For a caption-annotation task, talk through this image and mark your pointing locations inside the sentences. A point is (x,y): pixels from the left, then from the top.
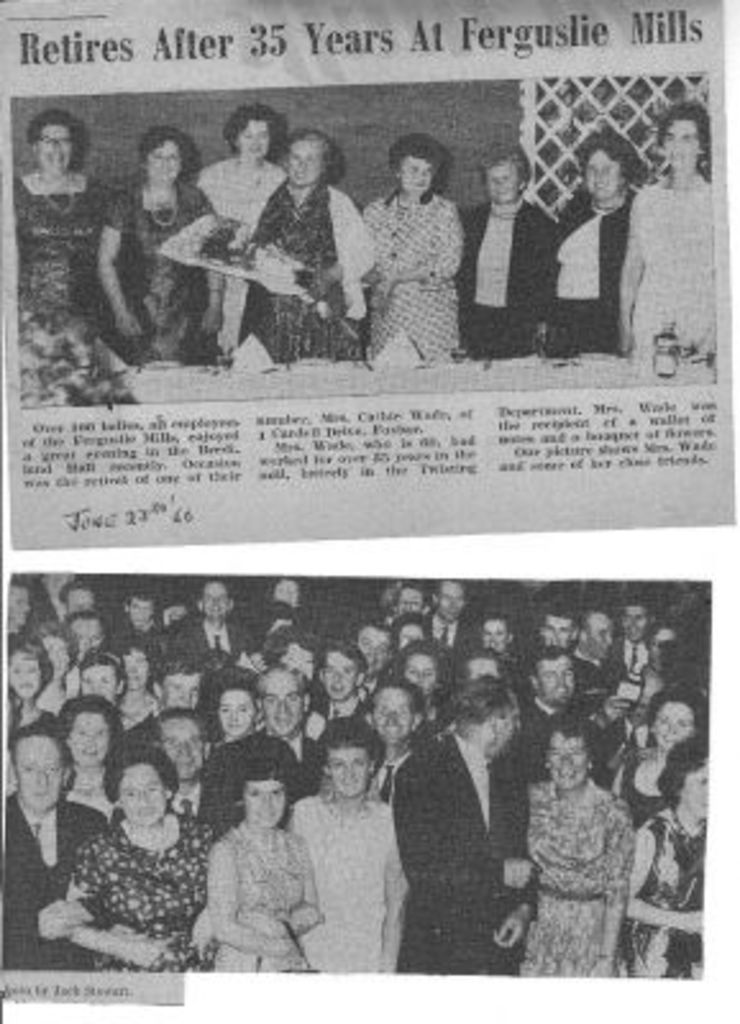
Here in this image we can see pictures of newspaper photographs (339,590), in which we can see group of people (509,339) standing over a place (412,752) and we can also see some text (303,426) printed on the paper (255,466).
